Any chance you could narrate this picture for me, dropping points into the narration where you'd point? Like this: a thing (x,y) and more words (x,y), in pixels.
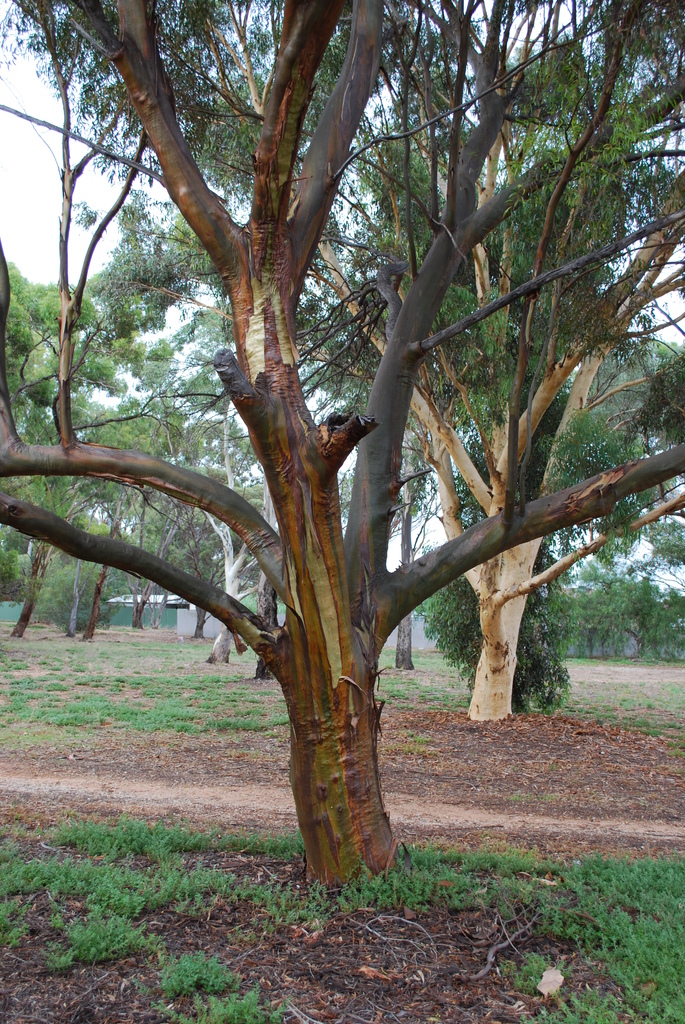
In this image we can see one shed (122,601) in the background (167,608), one white wall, one green wall (169,624) in the background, some trees (352,535), some plants (162,826), some dried leaves (514,784), some dried stems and some grass (656,991) on the ground (462,752). In the background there is the sky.
